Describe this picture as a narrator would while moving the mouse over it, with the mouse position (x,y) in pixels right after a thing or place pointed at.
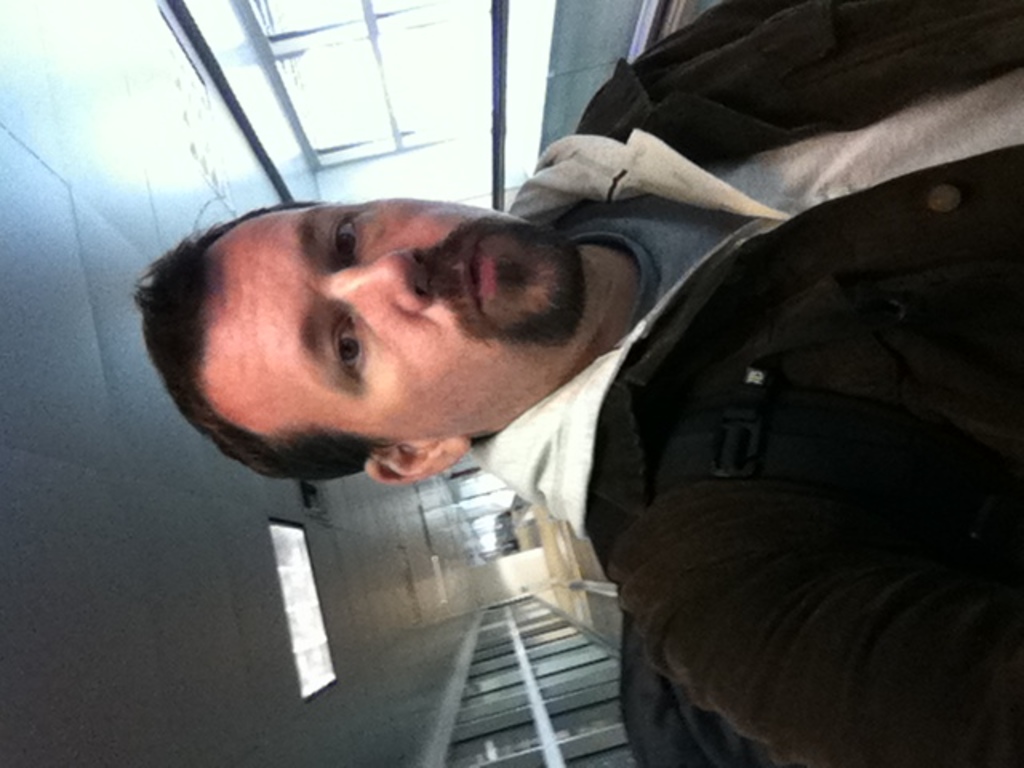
In this picture we can see a man (522,230), on top of him we can find a light (295,562).
